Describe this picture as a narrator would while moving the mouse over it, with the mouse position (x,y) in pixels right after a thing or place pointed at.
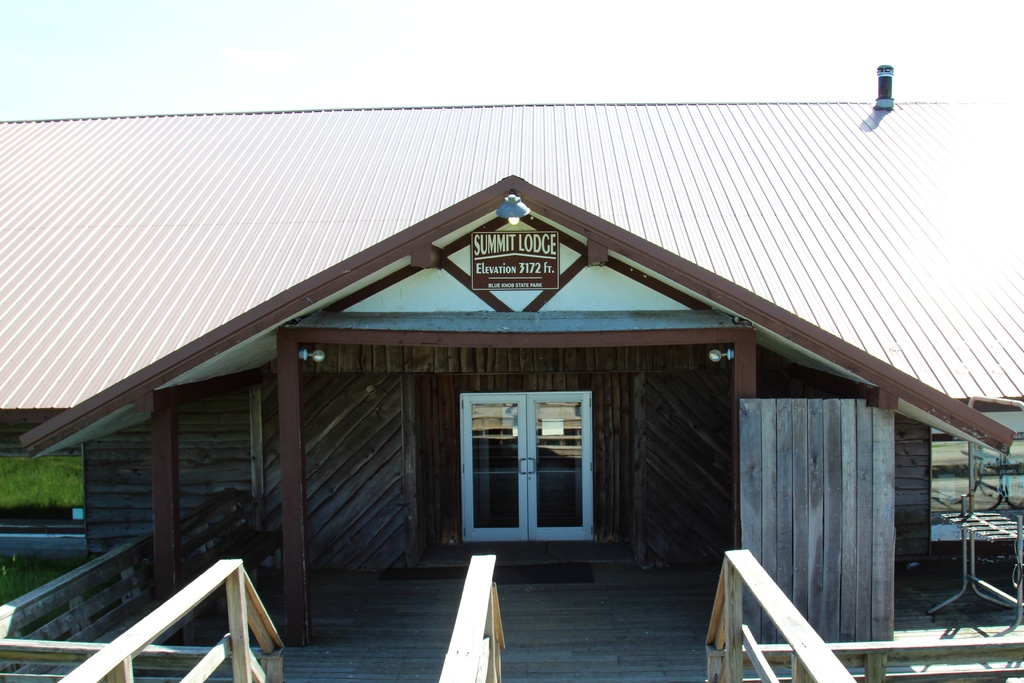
In this image at front (649,381) there is a building (424,315). Beside the building (98,464) there is a grass (56,481) on the surface (56,482). At the background (182,82) there is sky (359,33).
